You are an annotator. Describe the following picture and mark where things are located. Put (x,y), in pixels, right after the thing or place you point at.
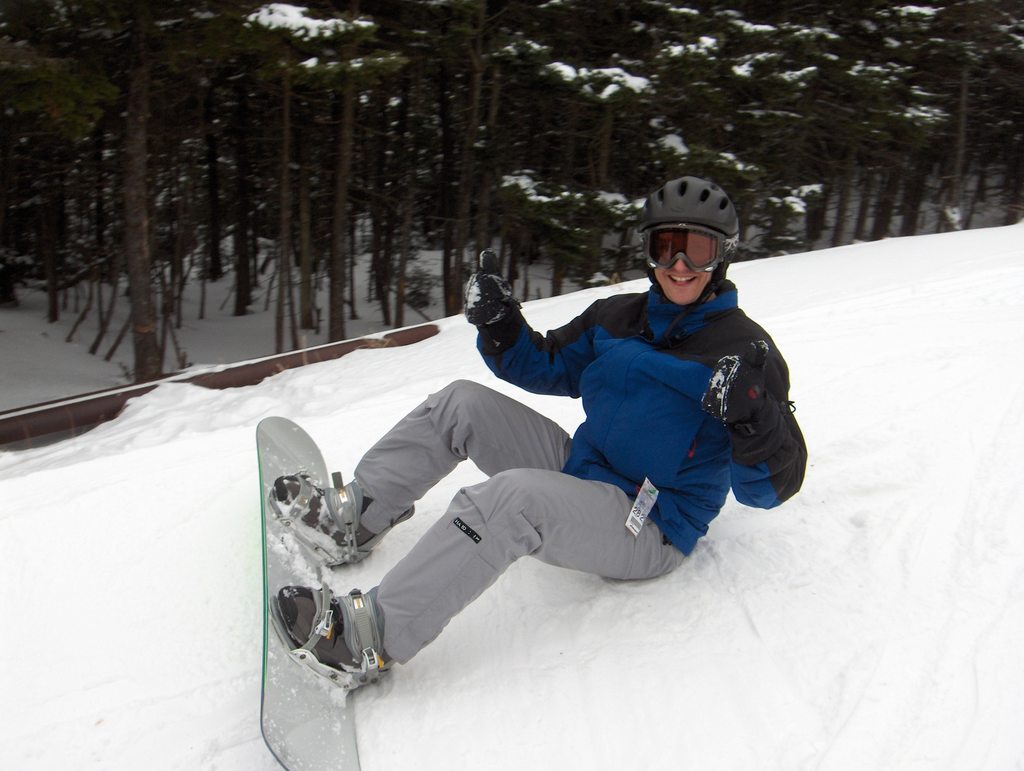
In this image, at the middle (594,507) there is a person (553,481) on the ski board (294,537) wearing a black color helmet (686,198) and gloves (499,320), we can see white color snow (485,720), in the background (276,231) there are some trees (458,105).
